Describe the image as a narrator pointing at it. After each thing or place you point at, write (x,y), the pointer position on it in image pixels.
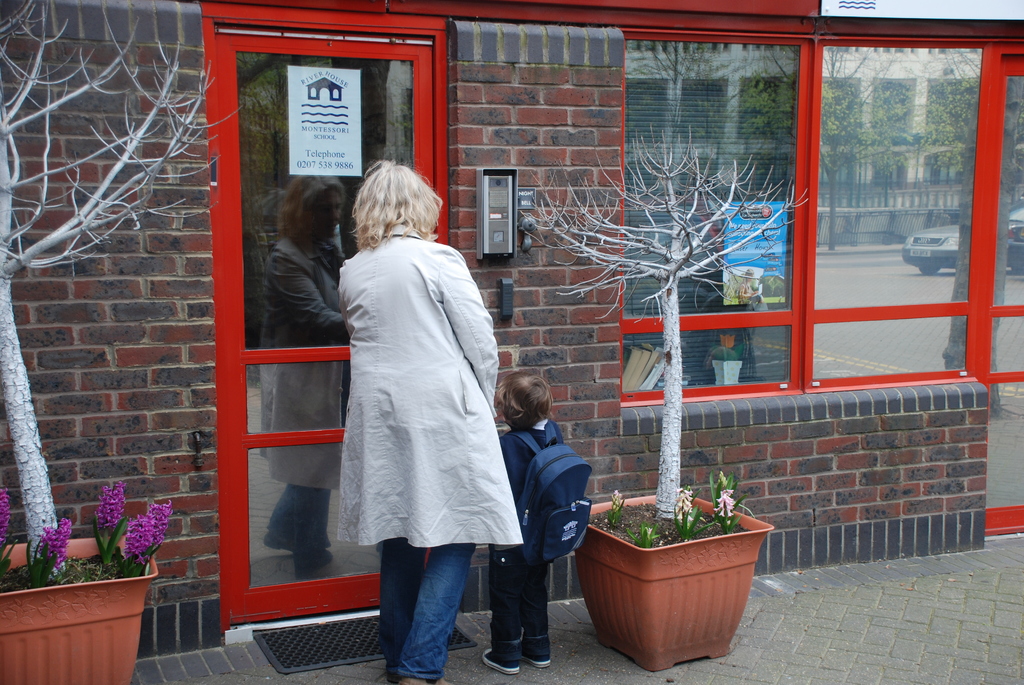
This is completely an outdoor picture. A woman (445,397) and a kid (503,595) is standing in front the building (615,348). This building walls (565,153) are made with bricks (581,141). It has door (372,145) and windows (894,342). In-front of this building (701,455) there are 2 bare plants (675,246) in a brown pot (685,600). This woman (440,606) wore white jacket (446,534) and jeans (443,558). This kid (532,389) carry bag (535,524). In this window (984,257) we can able to see a vehicle (937,254) travelling on a road (873,266).
